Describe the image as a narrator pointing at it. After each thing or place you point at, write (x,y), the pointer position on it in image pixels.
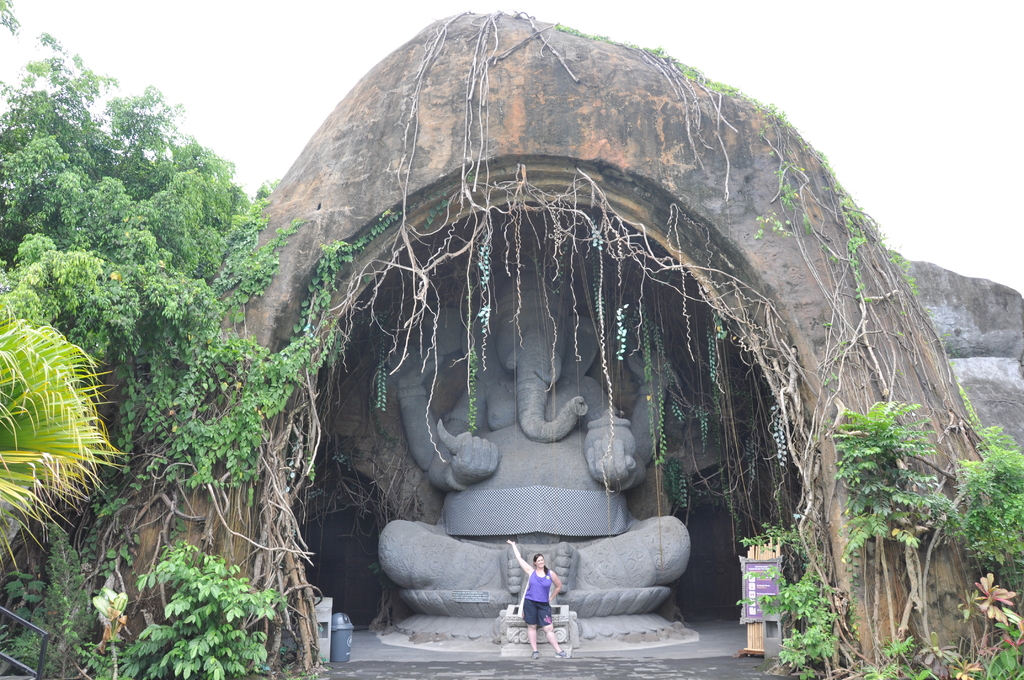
In this image we can see a dome structure (338,219). Inside that there is a statue (548,466). In front of that there is a person (532,592) standing. Also there is a dustbin (340,612) and board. Also there are creepers (217,442), plants (164,601) and trees (1,167). In the background (911,168) there is sky (254,45).
